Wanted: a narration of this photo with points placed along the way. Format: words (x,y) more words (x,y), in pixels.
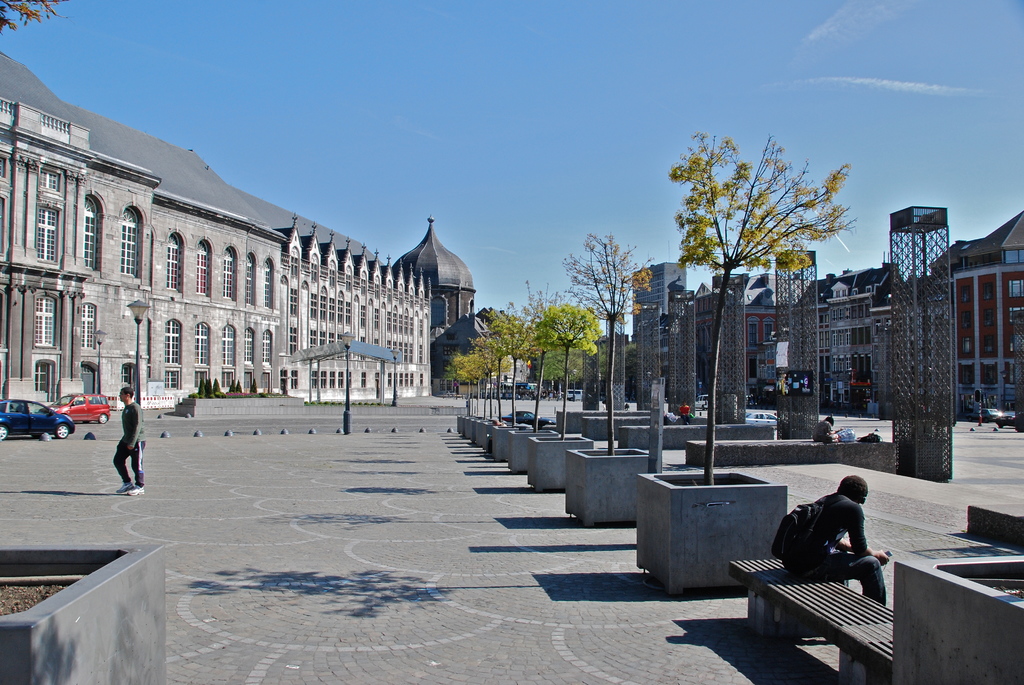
In this picture there are few persons (817,428), trees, buildings (861,329) and some other objects (896,395) in the right corner (953,424) and there is a person (132,436) standing, two cars (34,410) and a building (123,315) in the left corner (123,315).
